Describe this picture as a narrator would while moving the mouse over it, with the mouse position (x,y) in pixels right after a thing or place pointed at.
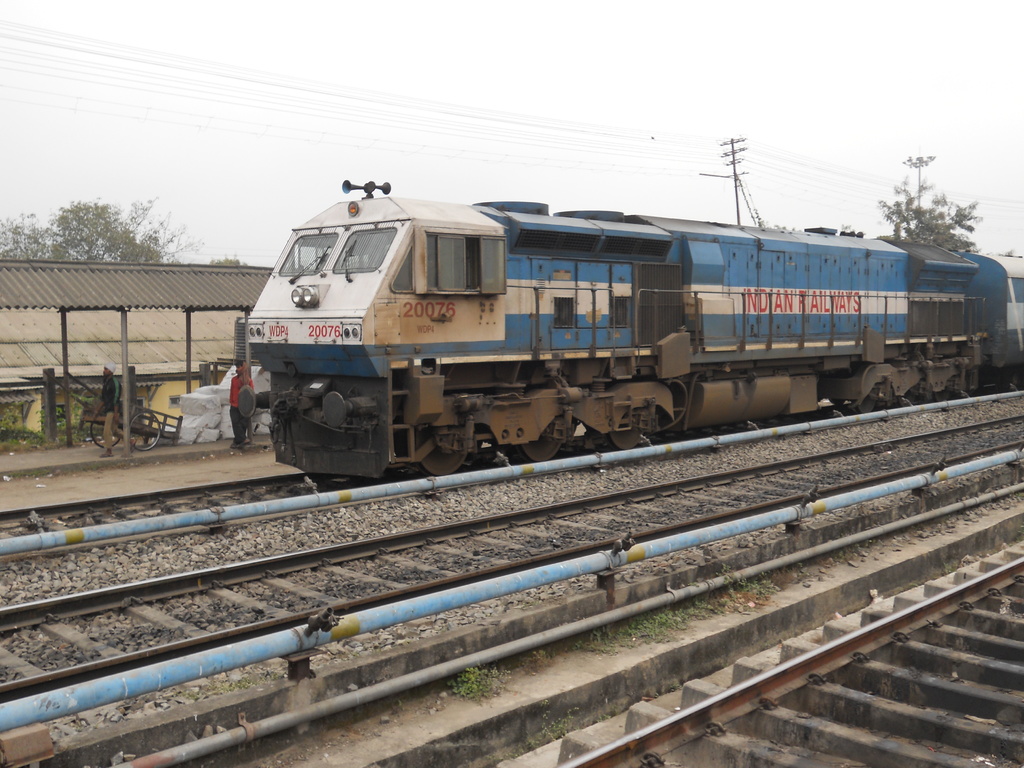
Bottom right side of the image (855,618) there is a track (754,760). Behind the track (1001,715) there is a fencing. Behind the fencing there is a locomotive (574,245). Bottom left side of the image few people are walking. Behind them there are some white color bags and there is a cart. Top left side of the image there is a shed (121,265). Behind the shed (121,265) there is a tree (140,242). Behind the locomotive (424,293) there is a tree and pole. Top of the image (809,77) there is sky (62,112).
